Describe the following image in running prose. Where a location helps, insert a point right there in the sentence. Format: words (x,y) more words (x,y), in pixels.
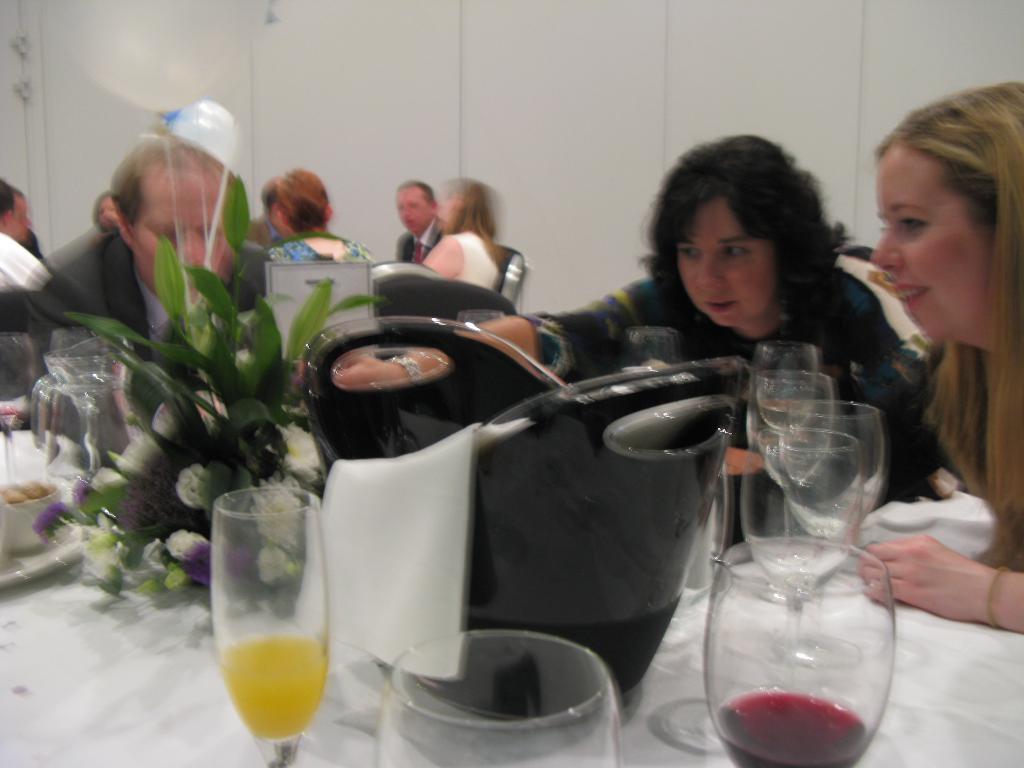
In the right side (940,174) a woman (955,325) is laughing by looking at the middle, there are wine glasses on this dining table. In the left side (60,503) these are the plants (105,320), here a man (69,304) is sitting on the chair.
